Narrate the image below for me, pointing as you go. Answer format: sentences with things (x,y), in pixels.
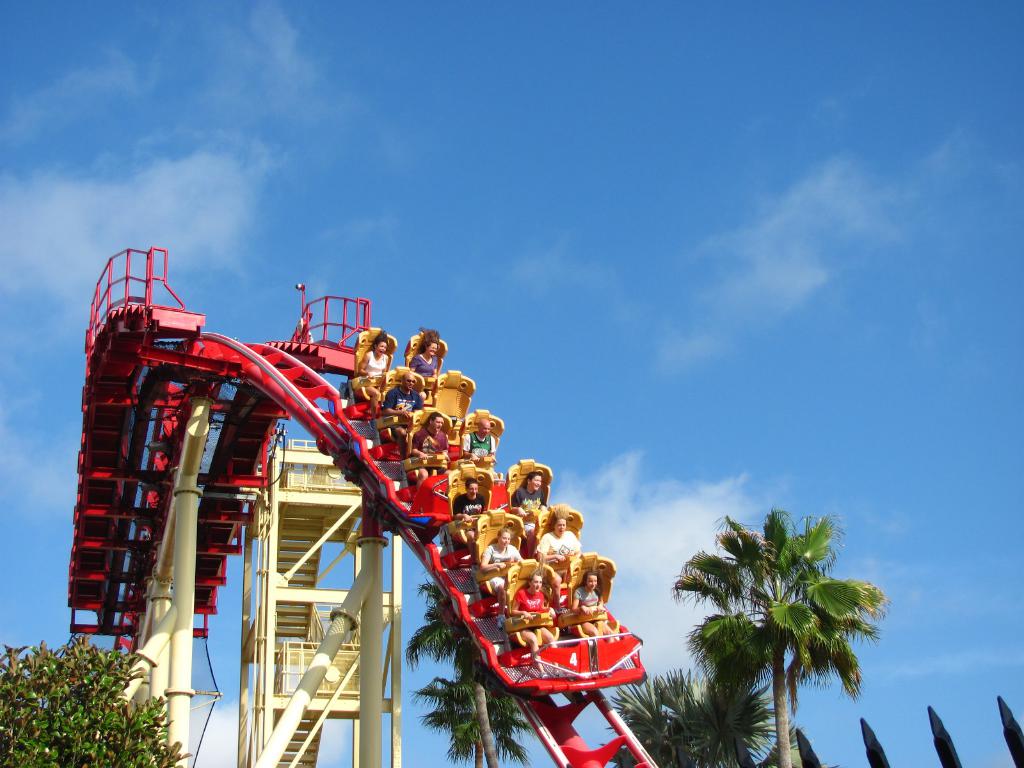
Here we can see few persons (584,596) on the amusing ride (483,587). There are trees (20,765) and poles (258,582). In the background (654,553) there is sky (652,249) with clouds (127,206).
